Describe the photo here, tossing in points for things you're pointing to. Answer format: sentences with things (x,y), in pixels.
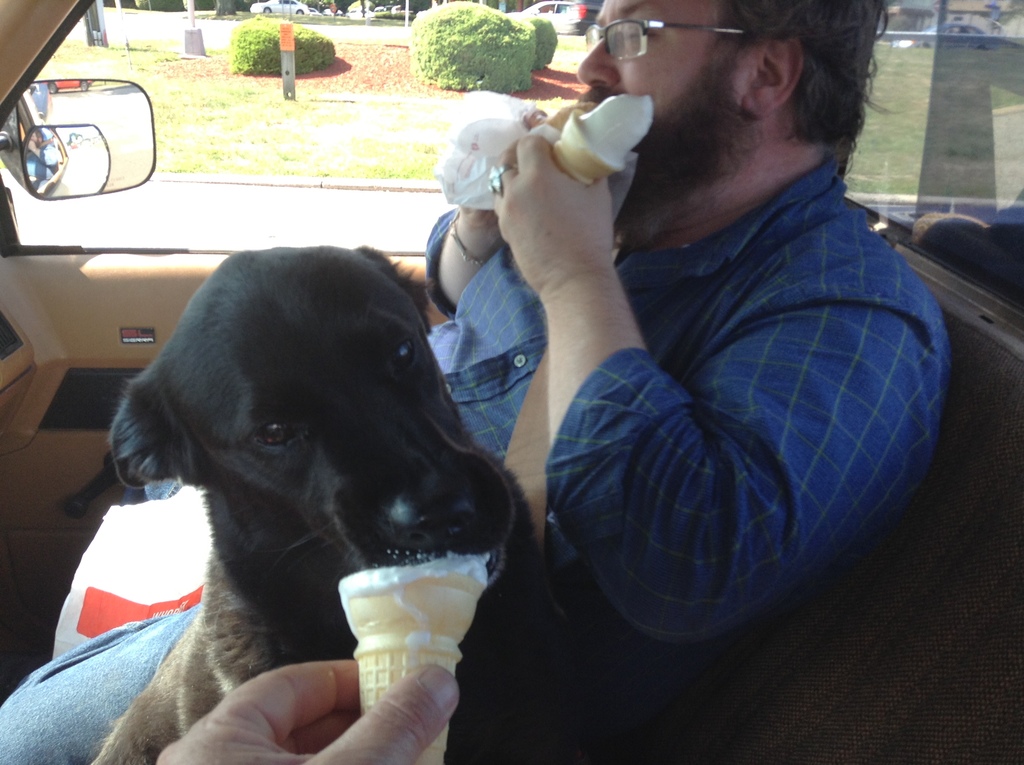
there is a person (465,372) and a dog (442,476) eating an ice cream (453,612) in a vehicle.
